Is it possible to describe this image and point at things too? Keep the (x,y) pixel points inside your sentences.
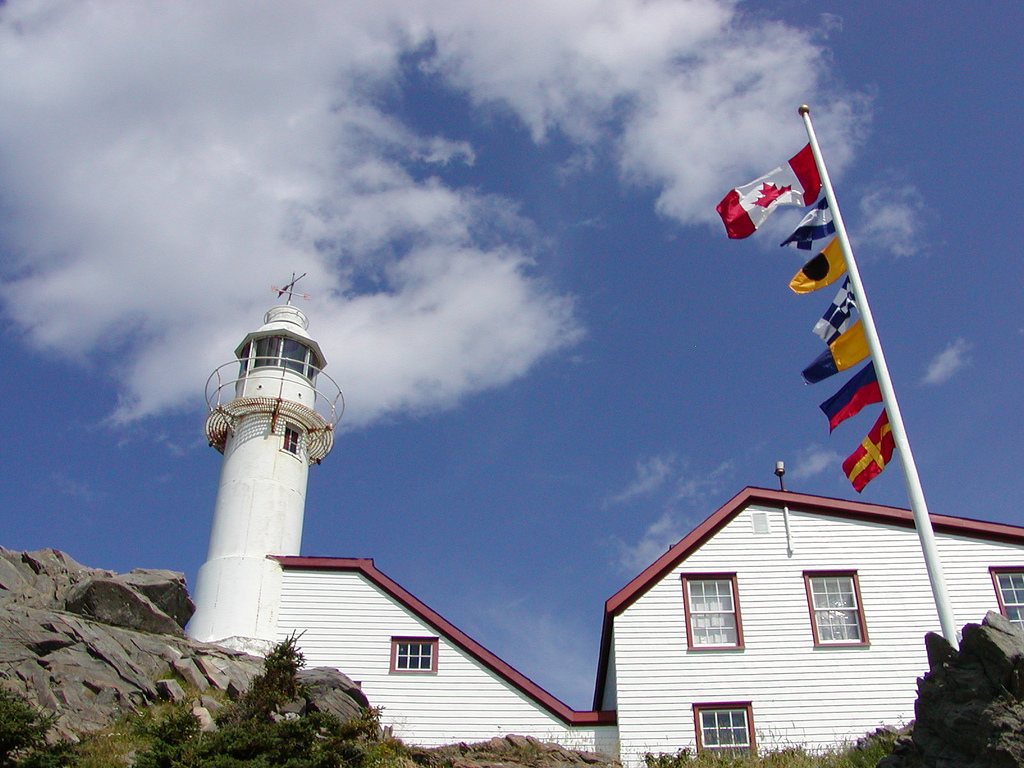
In this image I can see a building (433,711) in white color, at right (944,580) I can see few flags (878,452) to the pole (836,210) they are in multi color, at top (692,172) sky (692,172) is in white and blue color.
